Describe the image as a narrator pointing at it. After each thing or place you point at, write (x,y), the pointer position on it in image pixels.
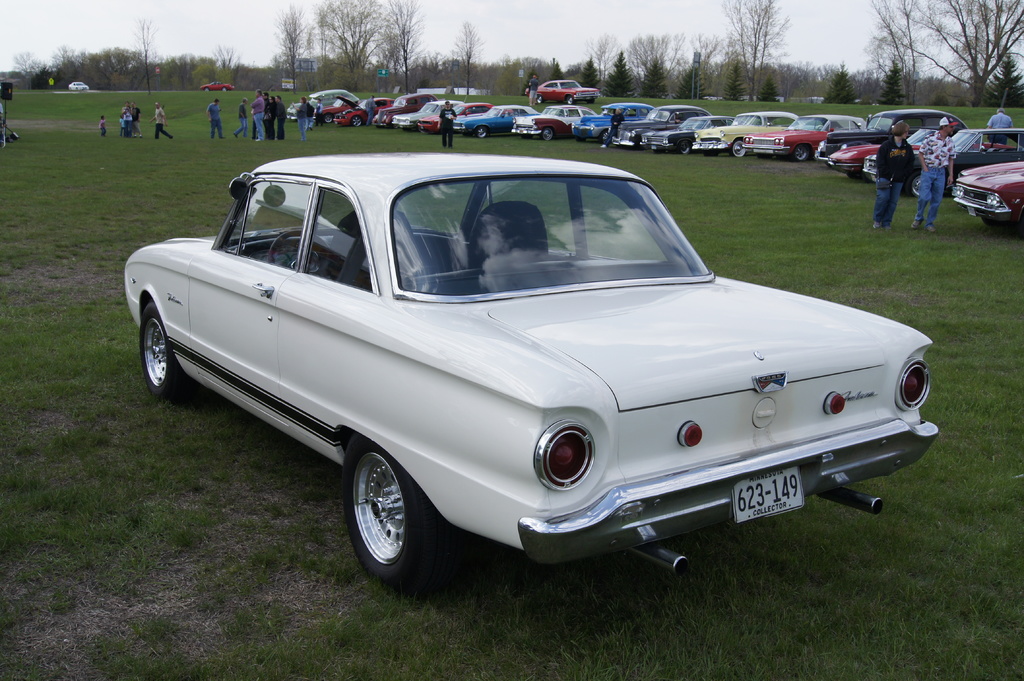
In this picture we can see some cars (594,97) here, at the bottom (415,604) there is grass (362,590), we can see some people (269,117) standing, in the background (930,78) there are some trees (220,55), we can see the sky (152,28) at the top of the picture (139,24).
